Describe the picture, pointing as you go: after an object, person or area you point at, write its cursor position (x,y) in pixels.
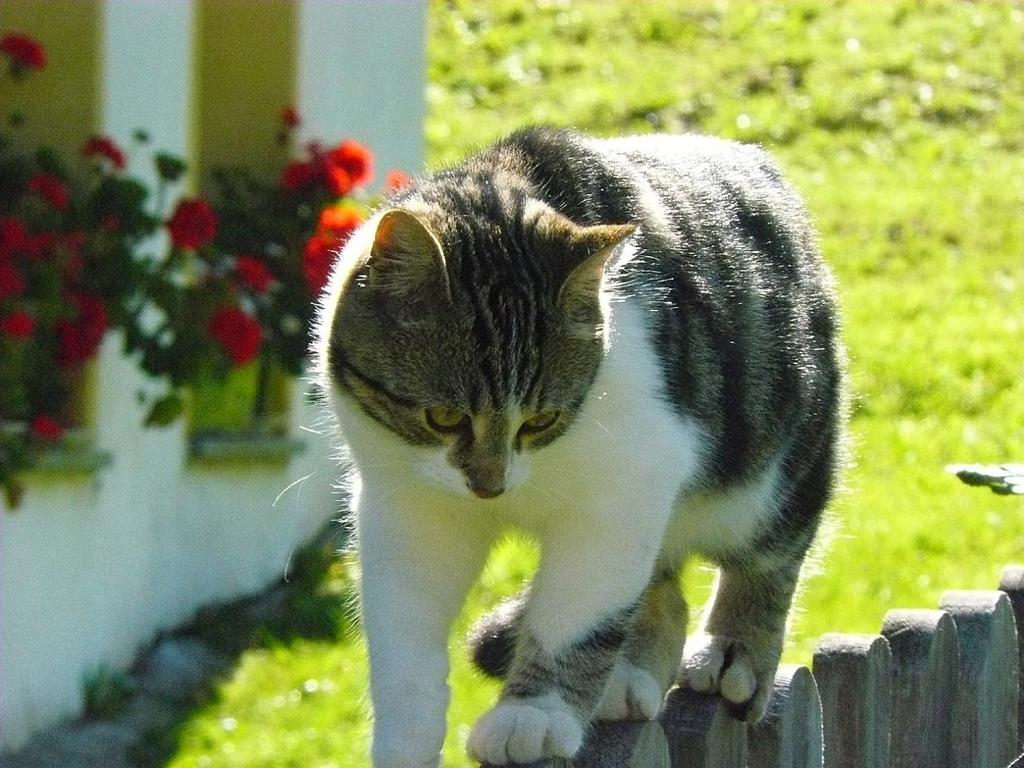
In the foreground of this picture (652,517), there is a cat (568,486) on the railing (846,656). In the background (298,318), there are flowers (311,271) to the plants (213,191), wall (416,78) and the grass (896,147).
